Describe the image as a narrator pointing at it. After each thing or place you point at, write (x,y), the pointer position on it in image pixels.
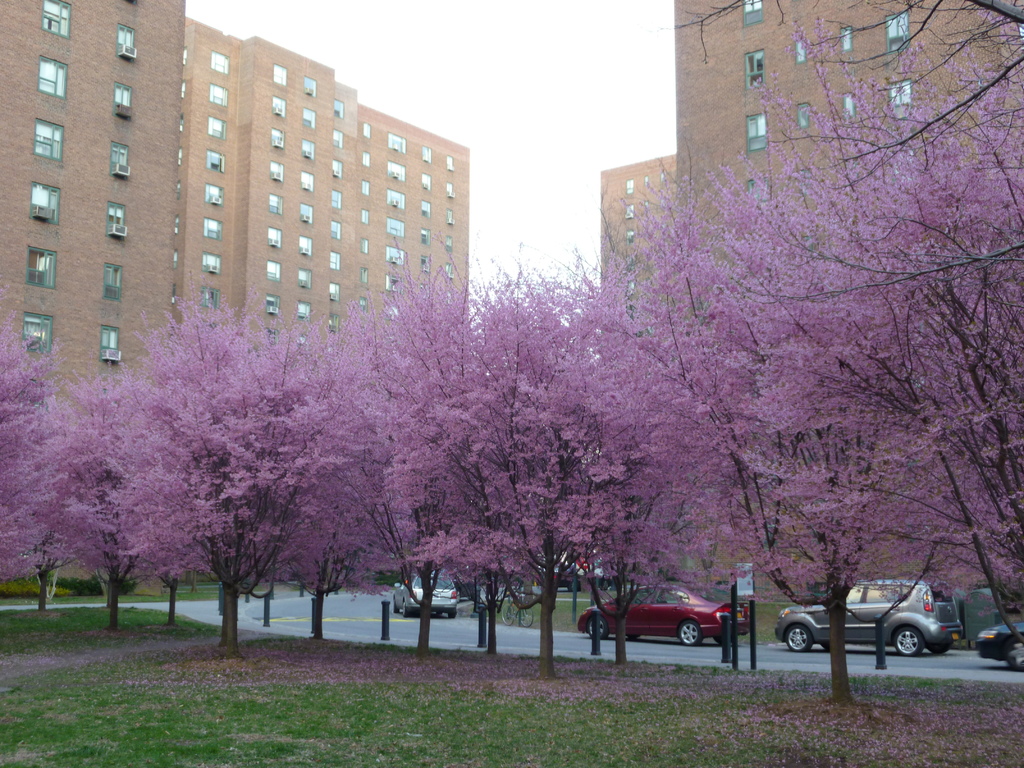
In this picture, there are pink trees (664,374) in the center (548,481). At the bottom (678,730), there is grass (702,689). Beside the trees (385,558), there is a road (391,602). On the road (369,594), there are vehicles (826,630) which are in different colors. On the top (223,225), there are buildings (748,130) with windows (630,242) and a sky (515,126).
